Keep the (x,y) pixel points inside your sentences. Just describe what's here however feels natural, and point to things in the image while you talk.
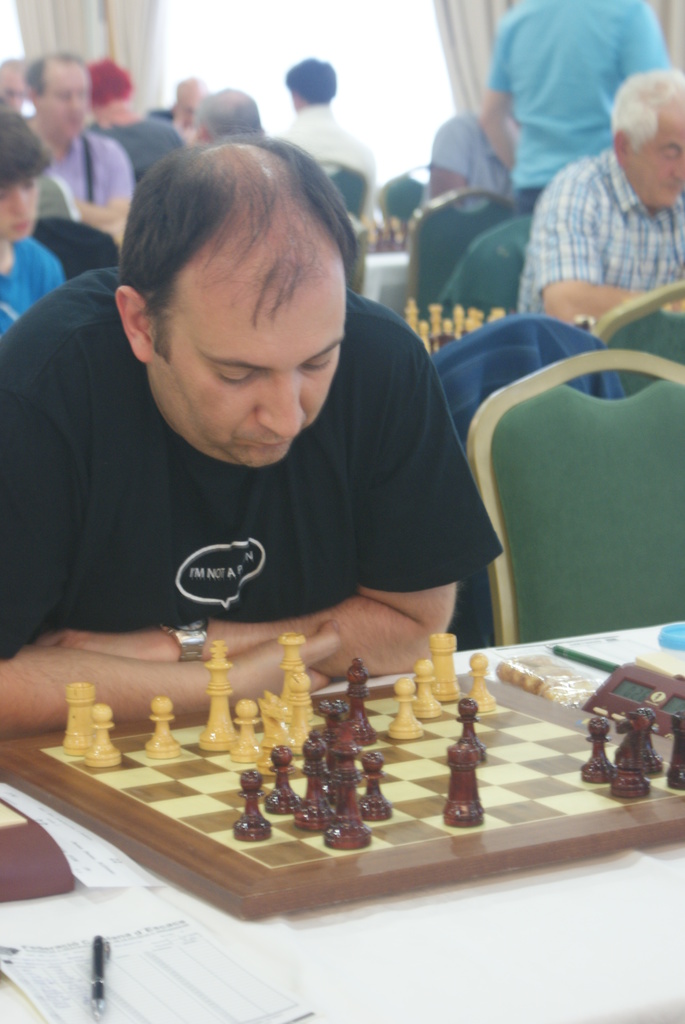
Few persons (230,190) are sitting on the chair (660,459) and this person (520,36) standing. We can see chess board (644,800), paper (65,962), pen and few things (583,698) on the table (573,934). On the background (470,14) we can see curtain (54,11).
